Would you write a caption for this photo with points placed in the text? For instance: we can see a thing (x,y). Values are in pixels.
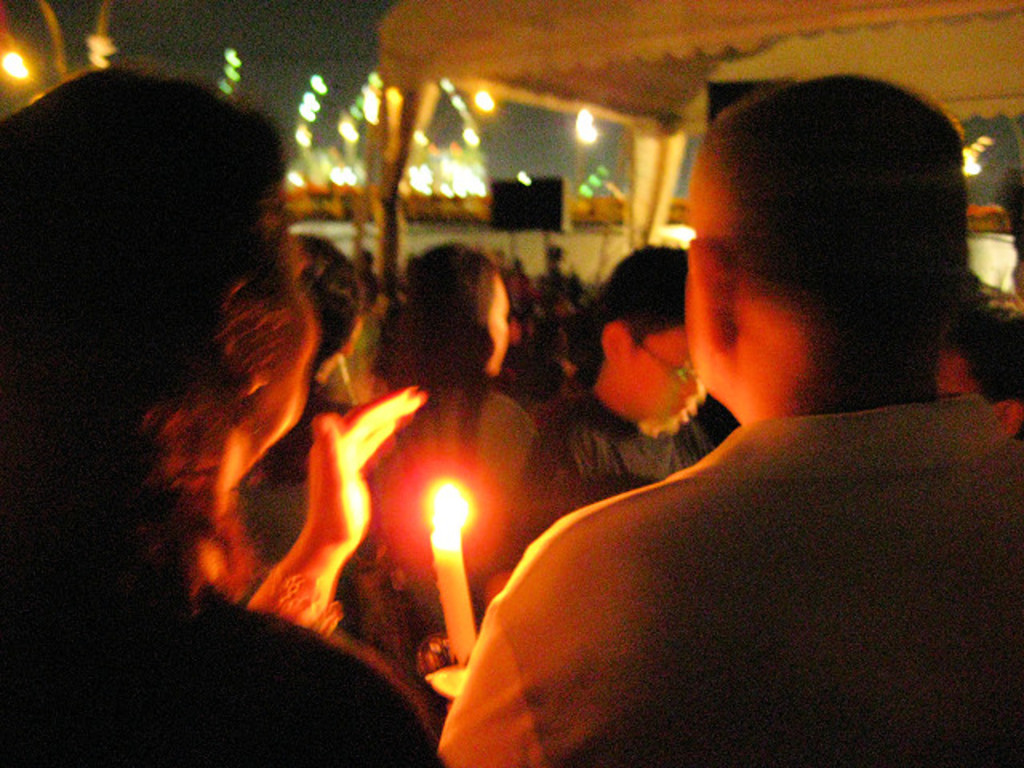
In this image we can see these people (801,586) are standing and we can see candle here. In the background (266,503), we can see a few more people (512,532) standing here, tent (655,8), lights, board (505,195) and the dark sky (365,65).
